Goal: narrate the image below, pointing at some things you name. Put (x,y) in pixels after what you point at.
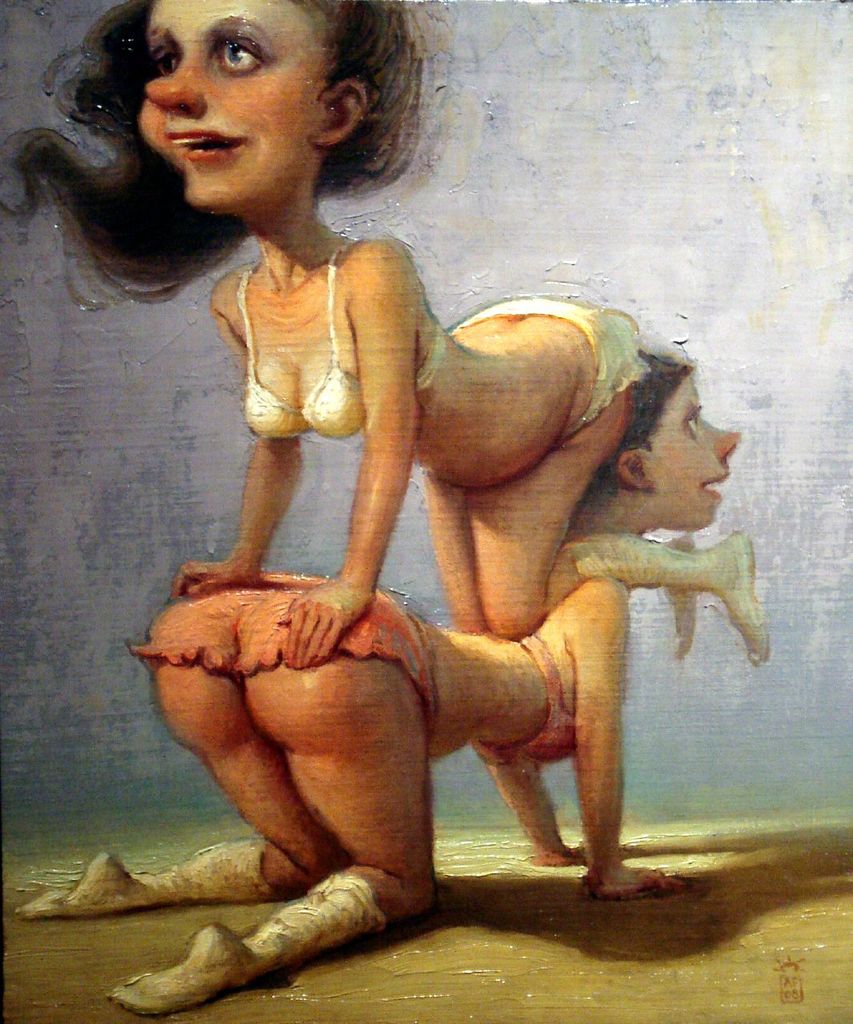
In this image I can see two women's paintings (439,511) and a wall (568,148). This image looks like a painting.
